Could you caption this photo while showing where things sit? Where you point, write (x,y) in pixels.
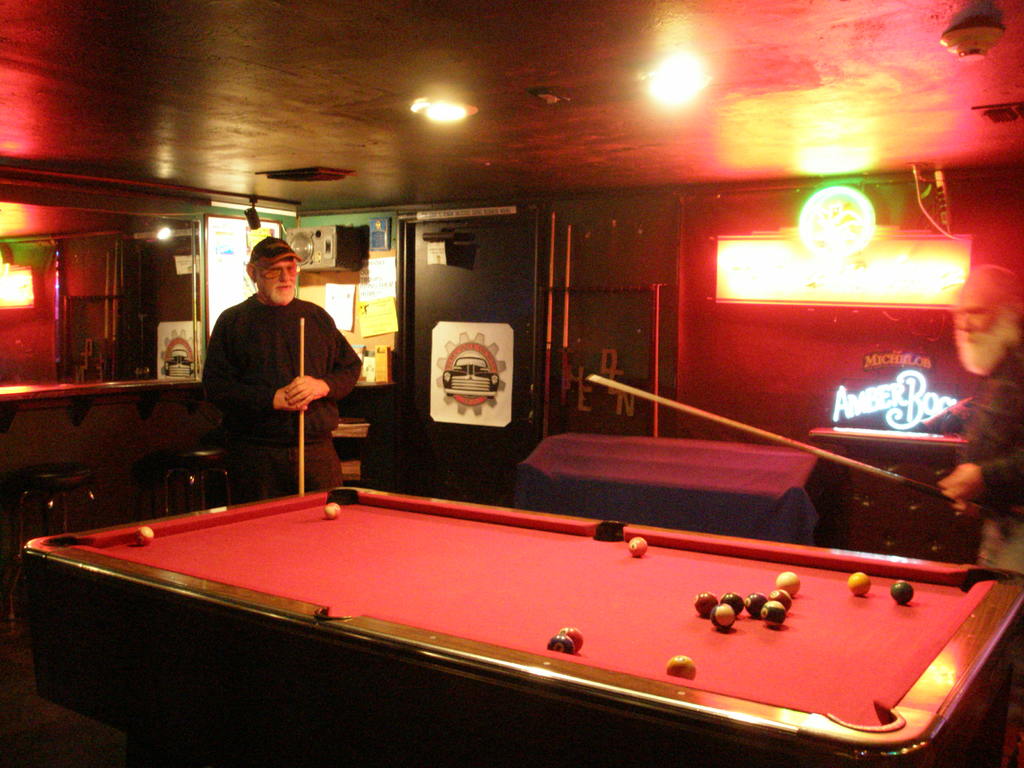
In the given image we can see two persons (314,341) are playing. These are the balls (728,598).
